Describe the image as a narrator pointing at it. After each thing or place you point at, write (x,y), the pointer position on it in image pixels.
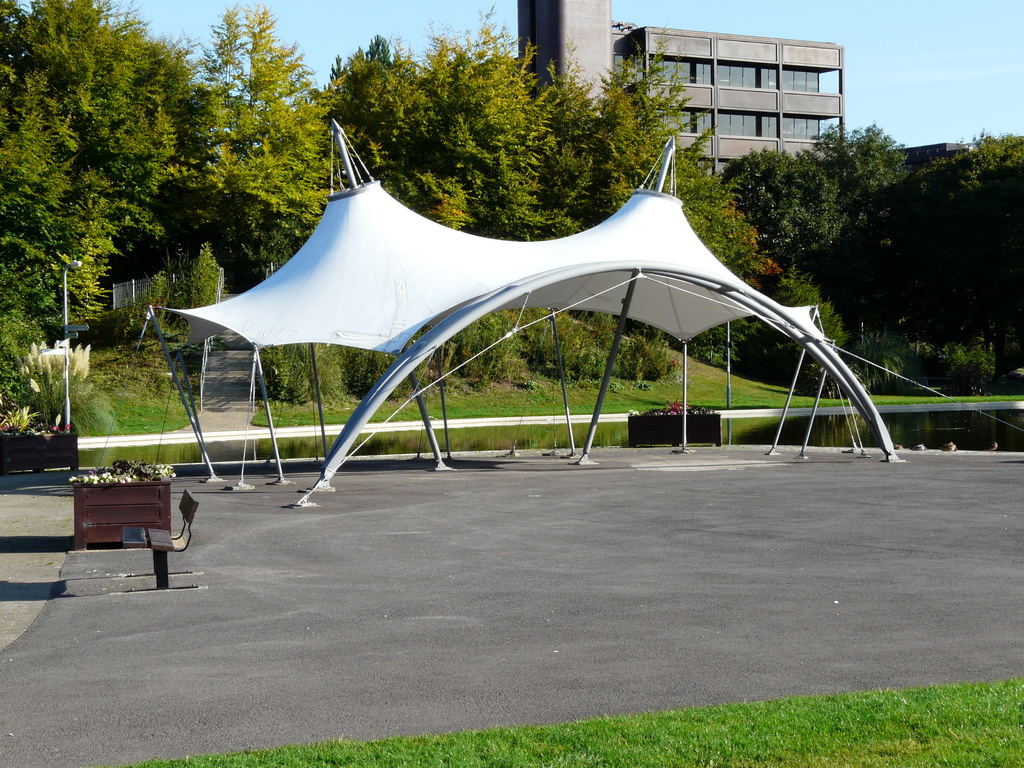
In this picture we can see some grass (727,724) on the ground (136,572). There is a bench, street light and a tent (436,266) on the path (126,564). We can see a few things (103,478) in a wooden object (148,504). There are a few plants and trees (503,103) visible in the background (54,246).
